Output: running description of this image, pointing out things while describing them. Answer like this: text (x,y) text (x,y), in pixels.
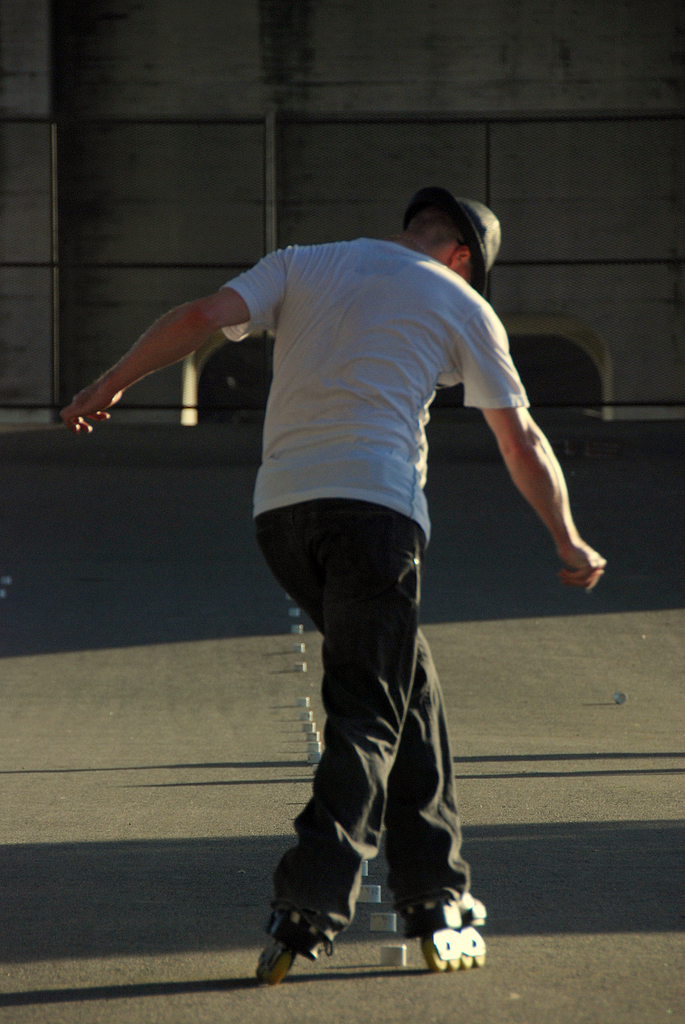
In this picture we can see a man (365,542) is skating on the path (235,965) and on the path (296,717) there are some objects (313,726). In front of the man (365,354) there is a wall (363,68).
